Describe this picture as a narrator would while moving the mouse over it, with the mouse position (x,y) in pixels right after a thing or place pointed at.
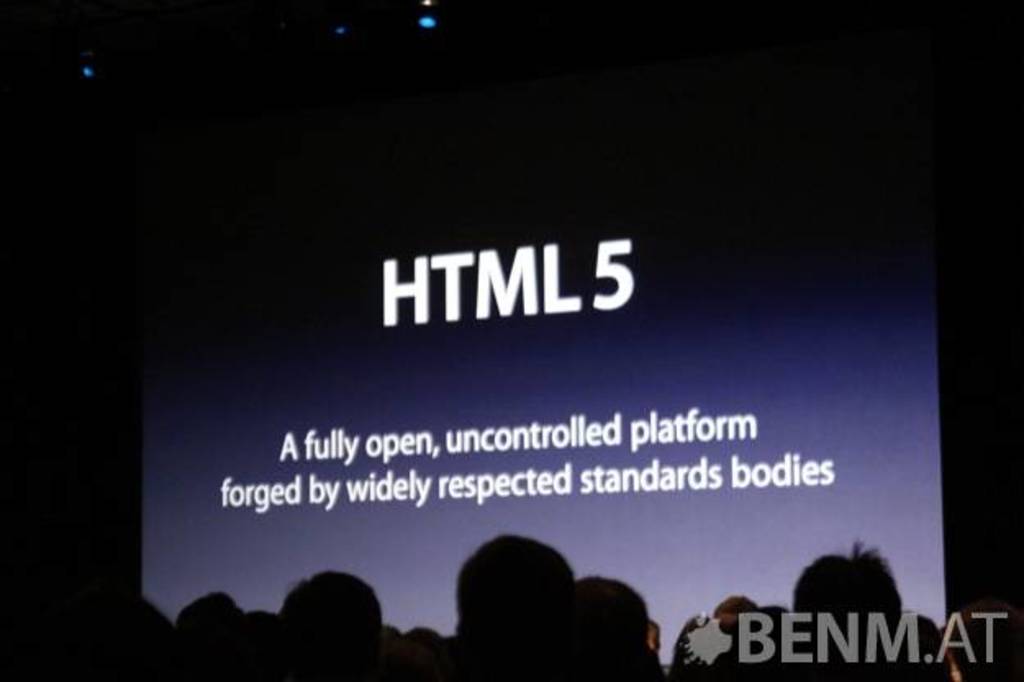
In this image we can see there are people (569,617) and in front of them there is a screen (578,374) with text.
